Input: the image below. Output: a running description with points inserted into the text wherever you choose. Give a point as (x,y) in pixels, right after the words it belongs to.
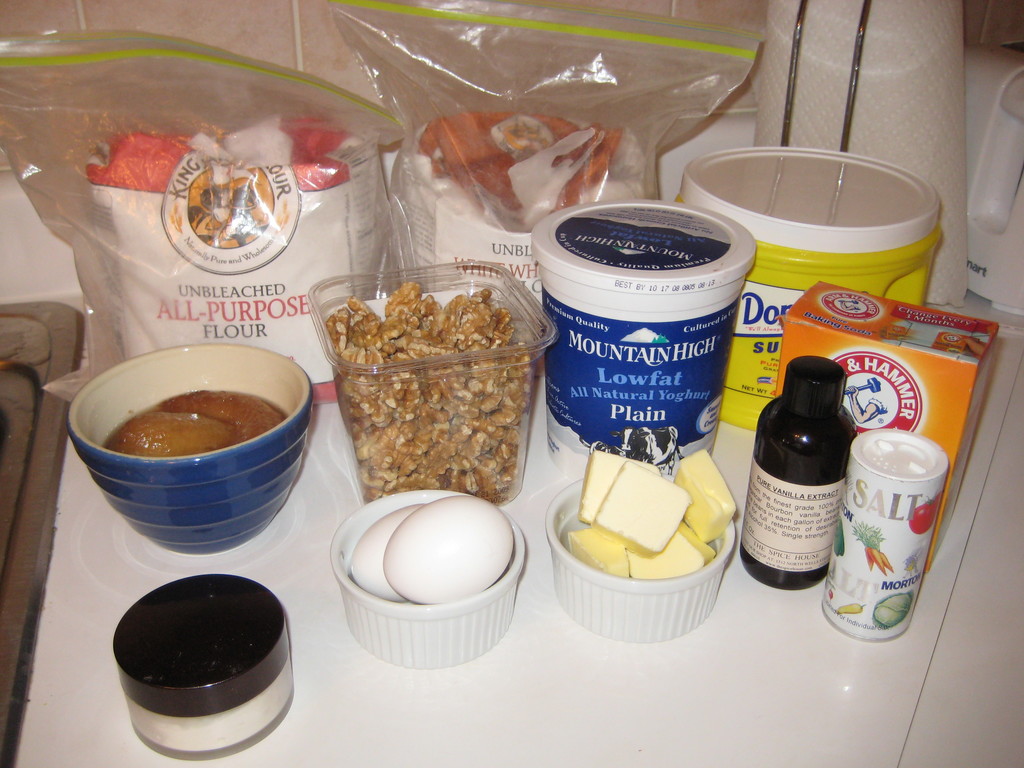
In this picture there is a bowl (276,502), eggs (419,551), butter (635,519), boxes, covers (157,257), container (378,397) on a white table (682,645).
